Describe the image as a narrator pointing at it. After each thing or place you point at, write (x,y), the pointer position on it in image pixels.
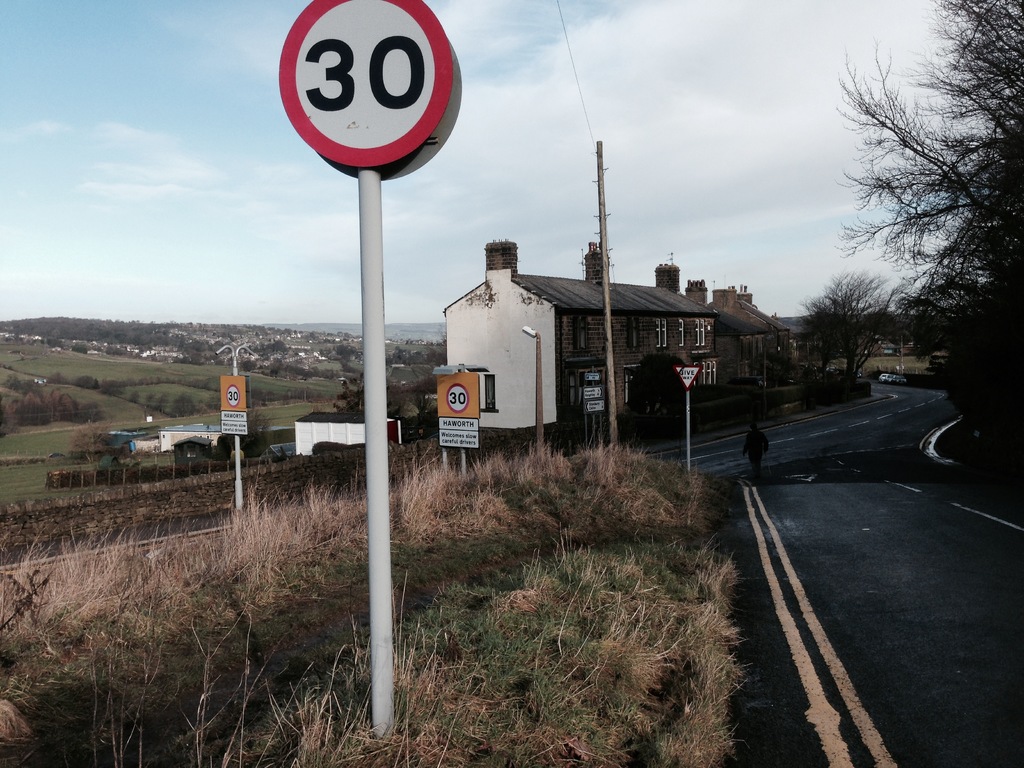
In this image we can see a sign board (420,150) on the grassy land (451,711). Right side of the image (957,319) trees (944,305) and road (877,425) is there. We can see one person (765,447) on the road (775,439). Background of the image (675,328) houses (626,355), grassy land (261,380), trees (73,324), plants (97,472) and poles (606,254) are there. At the top of the image (136,80), sky (95,91) is there with clouds (727,114).
